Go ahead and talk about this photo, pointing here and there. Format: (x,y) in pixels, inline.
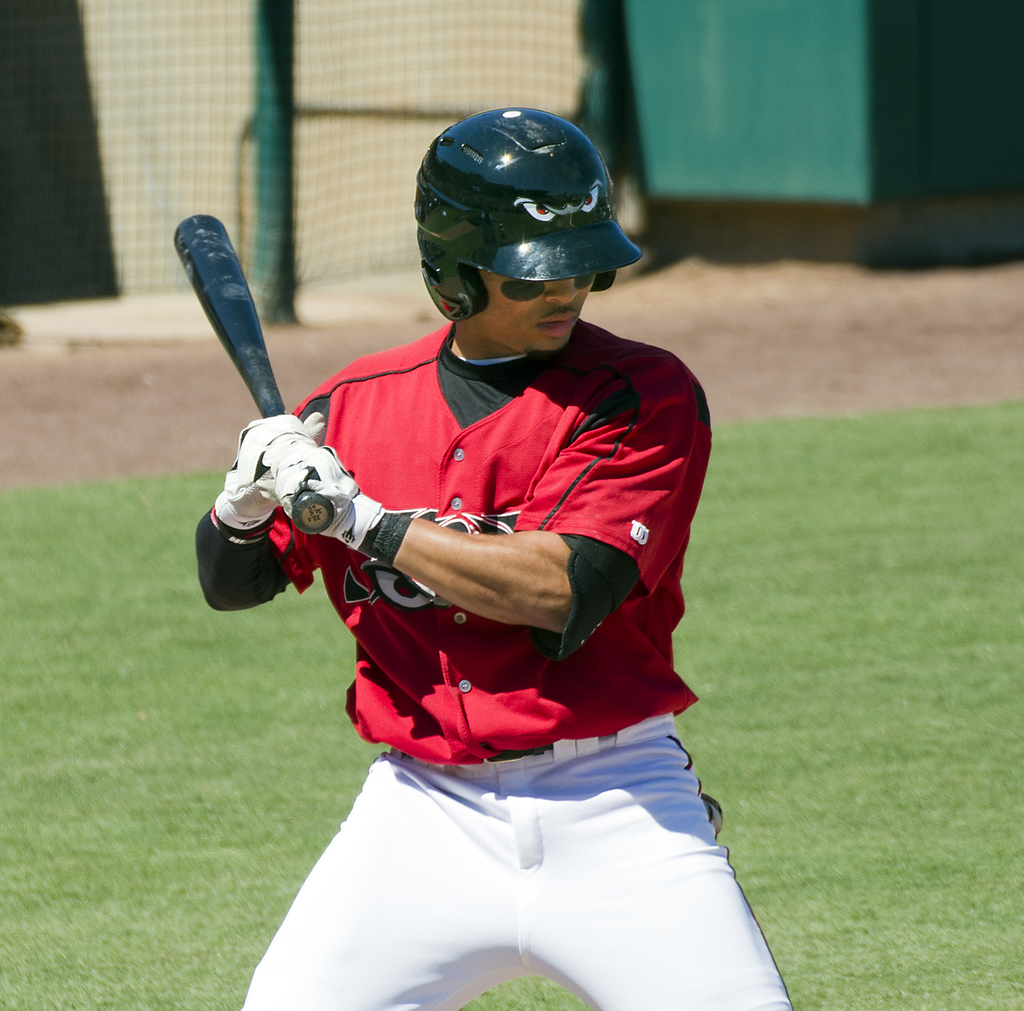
This image is taken outdoors. At the bottom of the image (157,752) there is a ground (806,485) with grass (823,571) on it. In the middle of the image (462,427) a man (520,646) is playing baseball with a baseball bat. In the background (351,119) there is a net (427,71).
